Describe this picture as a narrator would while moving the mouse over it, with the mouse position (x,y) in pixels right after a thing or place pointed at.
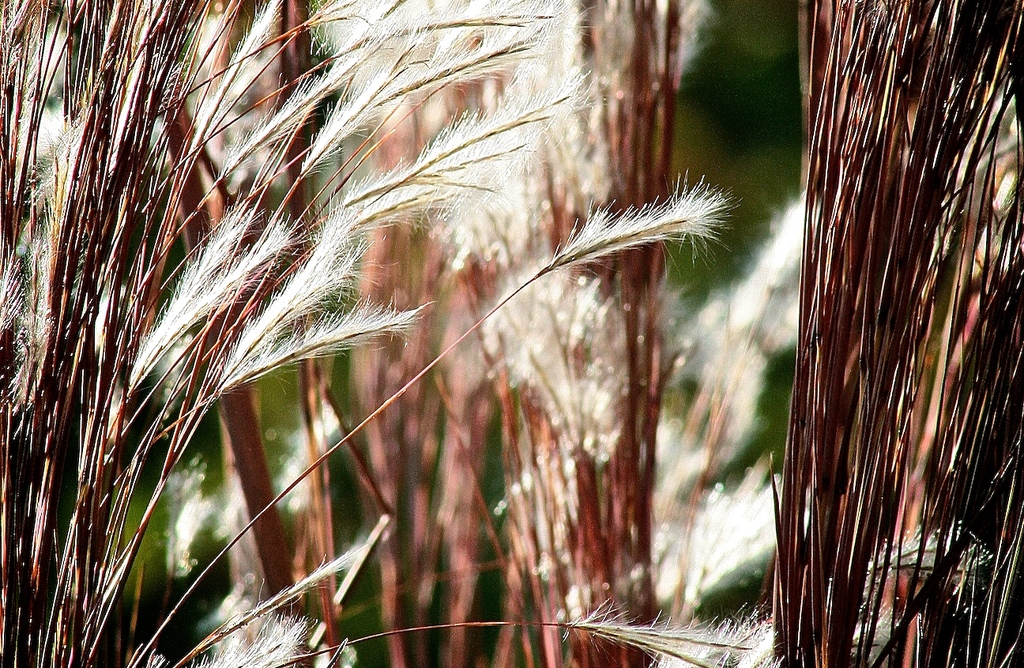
In this image we can see a group of plants (397,415).
